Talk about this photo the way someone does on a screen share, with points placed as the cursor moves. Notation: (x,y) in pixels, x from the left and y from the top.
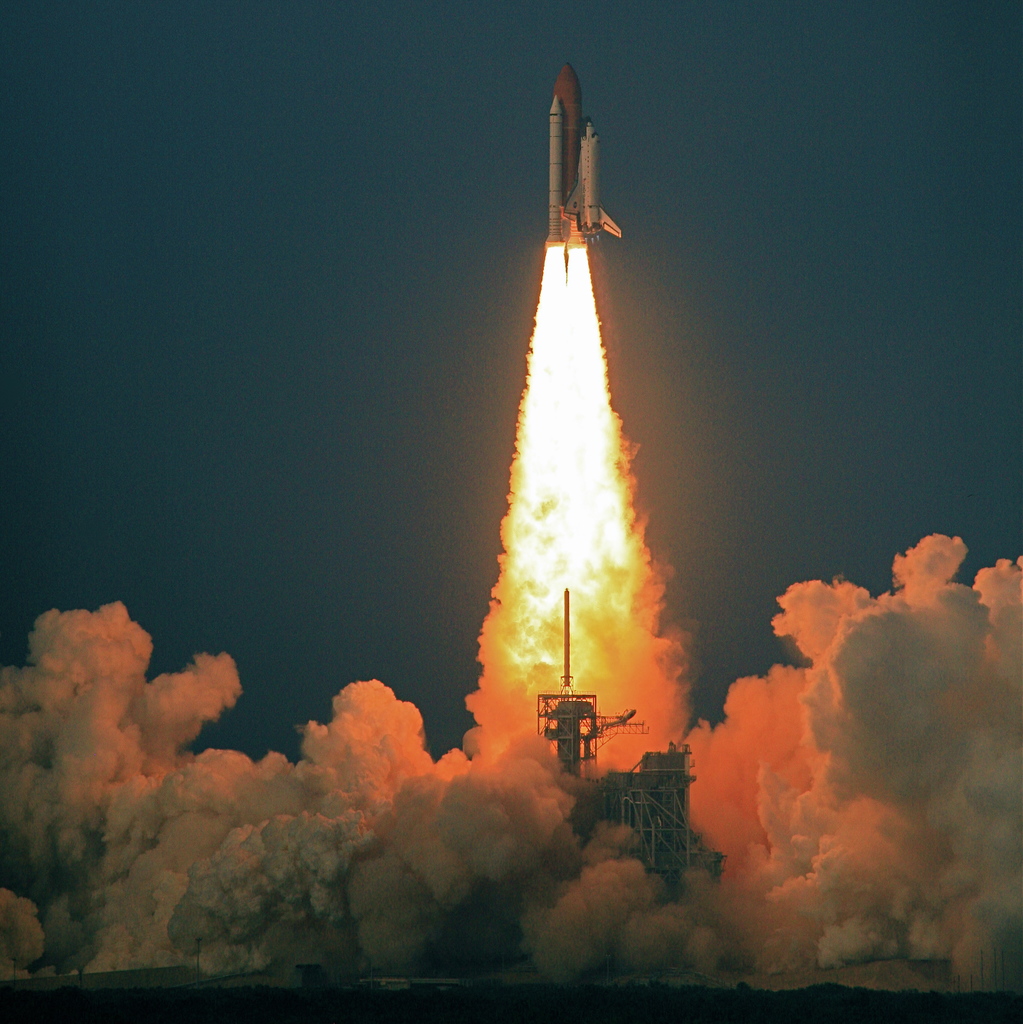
In the middle of the image (543,530) we can see a rocket (568,110) and launchpad (668,783), also we can see smoke (596,691) and fire (613,494).
